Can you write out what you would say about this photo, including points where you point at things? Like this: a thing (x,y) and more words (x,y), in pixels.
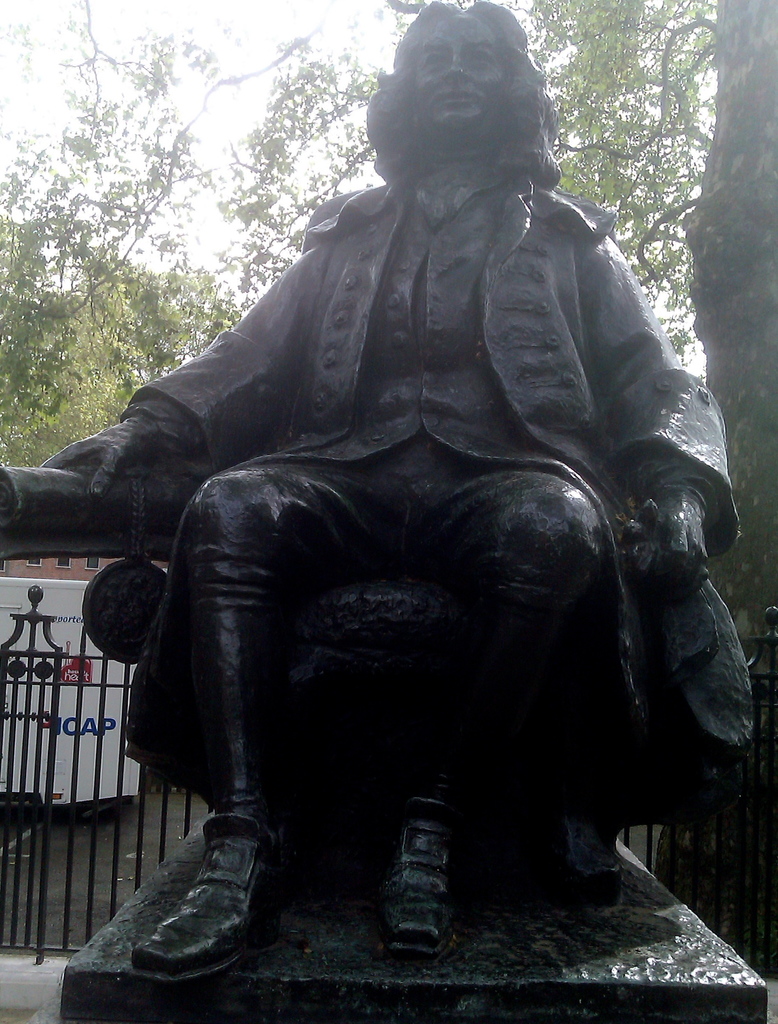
In this picture there is a statue (453,447) of a person (424,460) sitting and there is a fence (41,718) behind him and there are trees (767,102) in the background (578,148).
